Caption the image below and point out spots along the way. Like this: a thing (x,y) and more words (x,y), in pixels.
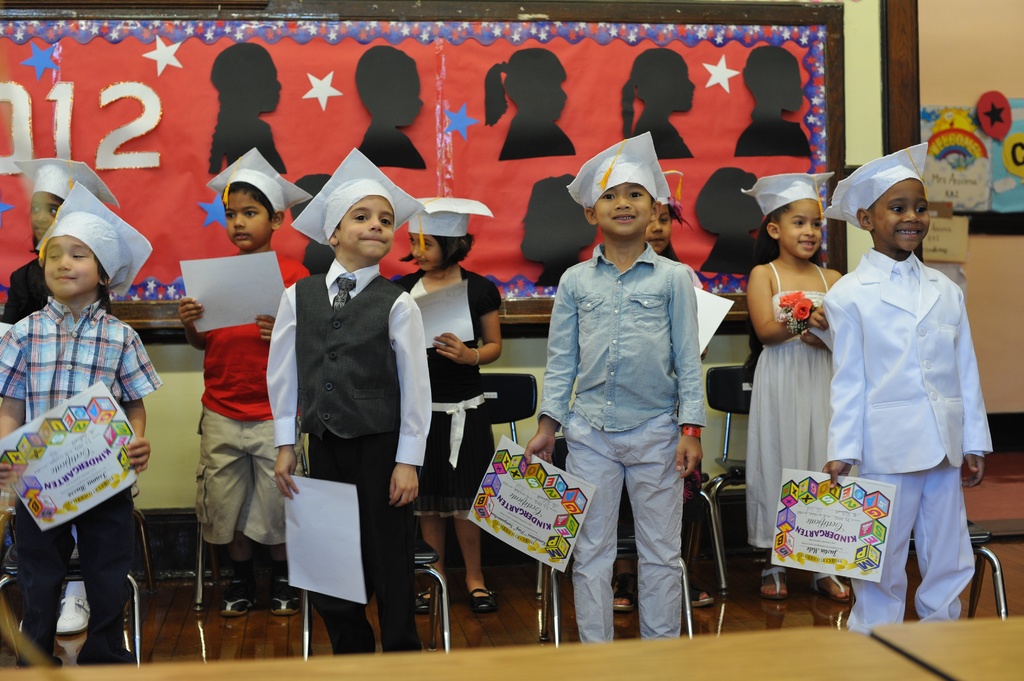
Here in this picture we can see a group of children (387,296) standing on the stage (158,616) over there and we can see all of them are holding certificates (95,454) in their hands (540,425) and wearing caps (439,227) on them and smiling and we can see chairs (553,452) present all over there and behind them we can see a banner (546,184) present, which is decorated all over there and on the wall (975,92) we can see some posters (996,156) present over there.
